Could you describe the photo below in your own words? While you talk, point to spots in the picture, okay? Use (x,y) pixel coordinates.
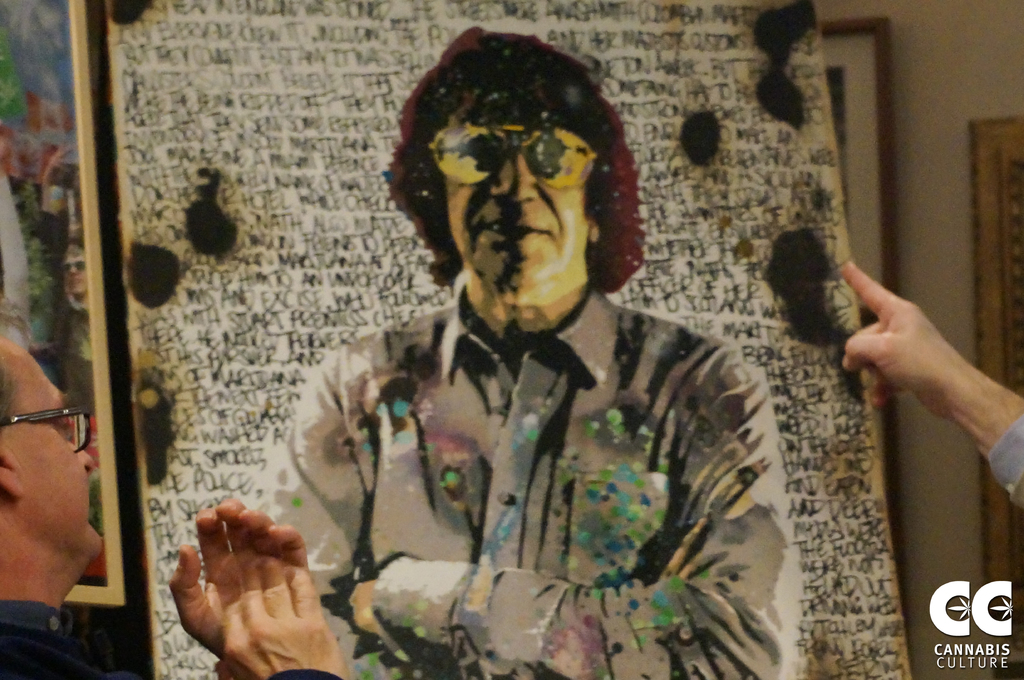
In this image I can see art (616,384) of the person (549,373) on the left side (47,628) I can see a person (49,454) wearing a spectacle (30,419), on the right side (892,383) I can see a person hand (898,312) which is pointing to the art (636,318), in the top right (945,12) I can see the wall (943,69) and a photo frame (852,93) attached to the wall (938,54).
